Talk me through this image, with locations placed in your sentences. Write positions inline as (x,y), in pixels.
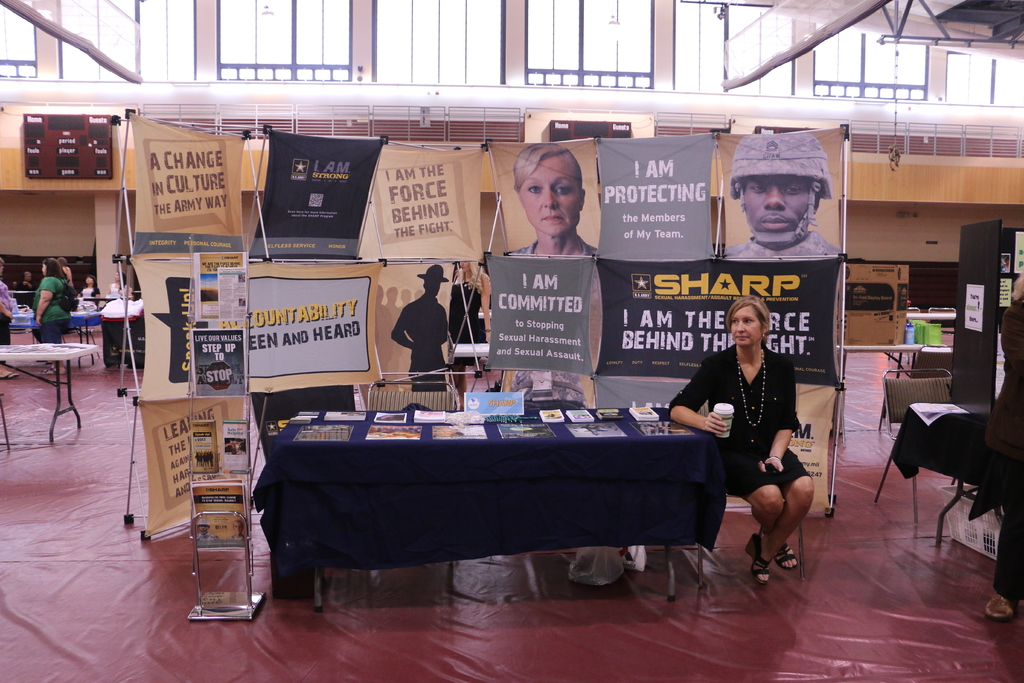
In this picture we can see a woman (775,366) sitting on the chair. This is table (468,514). On the table (455,491) there are books (688,431). This is floor (506,629). Here we can see some persons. And these are the banners (620,282).
